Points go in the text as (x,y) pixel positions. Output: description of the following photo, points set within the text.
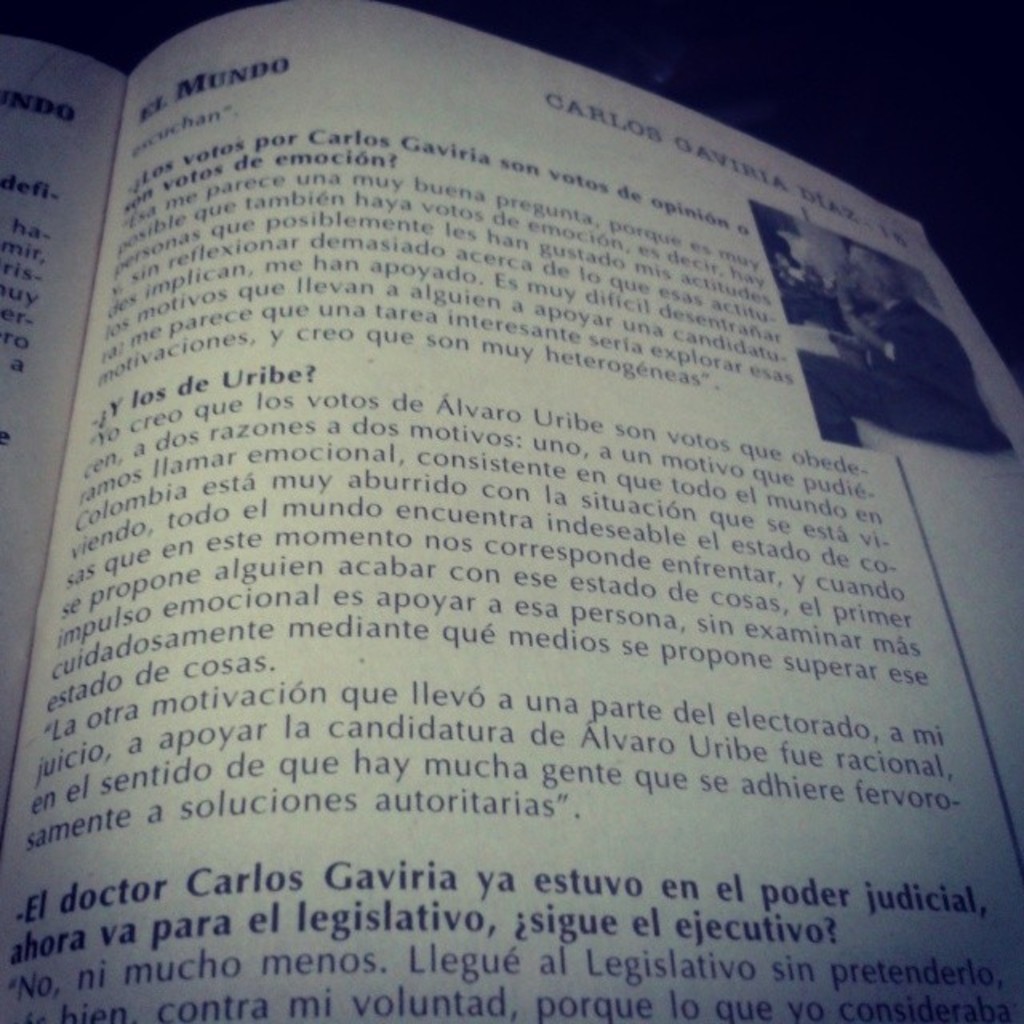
In this image I see 2 pages (353,355) on which there are words (106,484) written and I see a picture (804,276) over here and I see the straight line (970,690) over here and it is dark in the background (952,108).
